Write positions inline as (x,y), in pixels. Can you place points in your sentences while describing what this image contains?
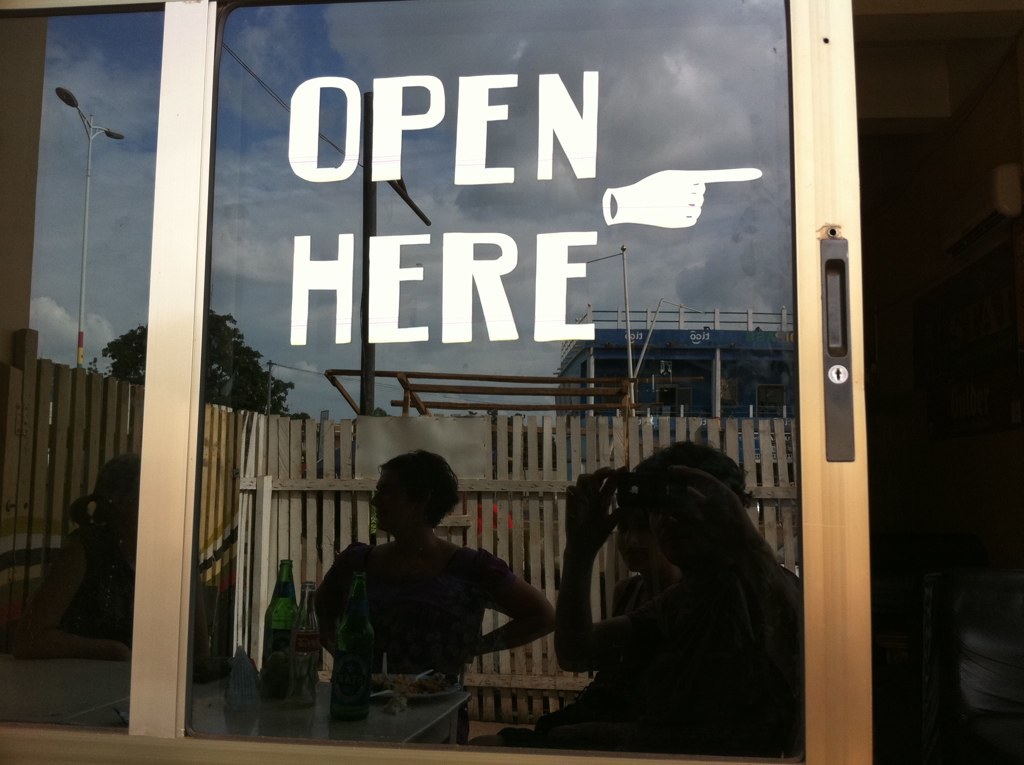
In this image in the foreground (541,128) there is a glass door (549,246). On it "OPEN HERE " is written. On the glass (393,590) there is reflection (338,601) of few people (422,572). On a table (454,697) there are few bottles (345,666) and plate (385,680). In the background (277,435) there are boundary (483,435), trees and building (583,351). Here there is a street light (84,126).
